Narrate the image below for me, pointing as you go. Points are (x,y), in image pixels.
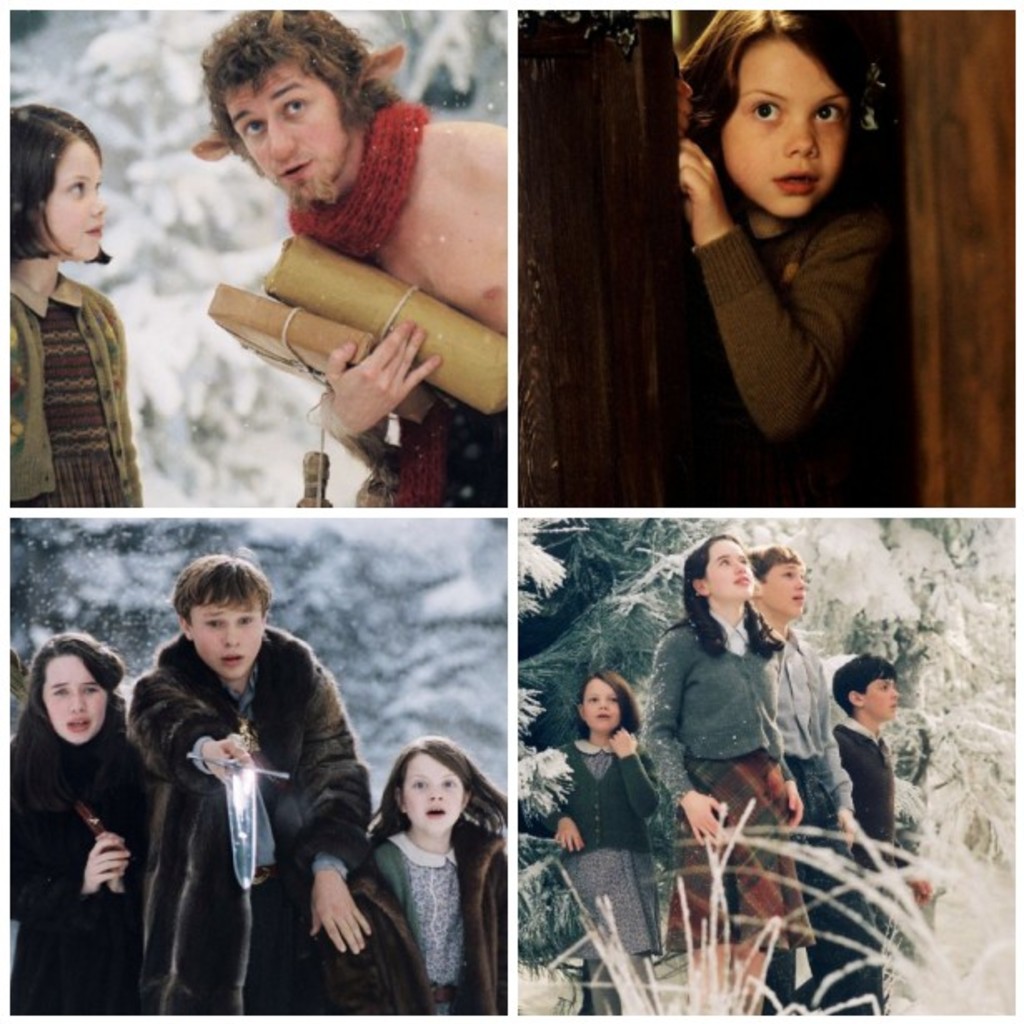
In this image we can see a collage of four images. In the first image we can see a man (348,186) and a girl (89,329). In the second image we can see a girl (786,299). In the third image we can see a boy (355,770) and two girls (420,814) and in the fourth image we can see two girls (726,925) and two boys (894,802).
